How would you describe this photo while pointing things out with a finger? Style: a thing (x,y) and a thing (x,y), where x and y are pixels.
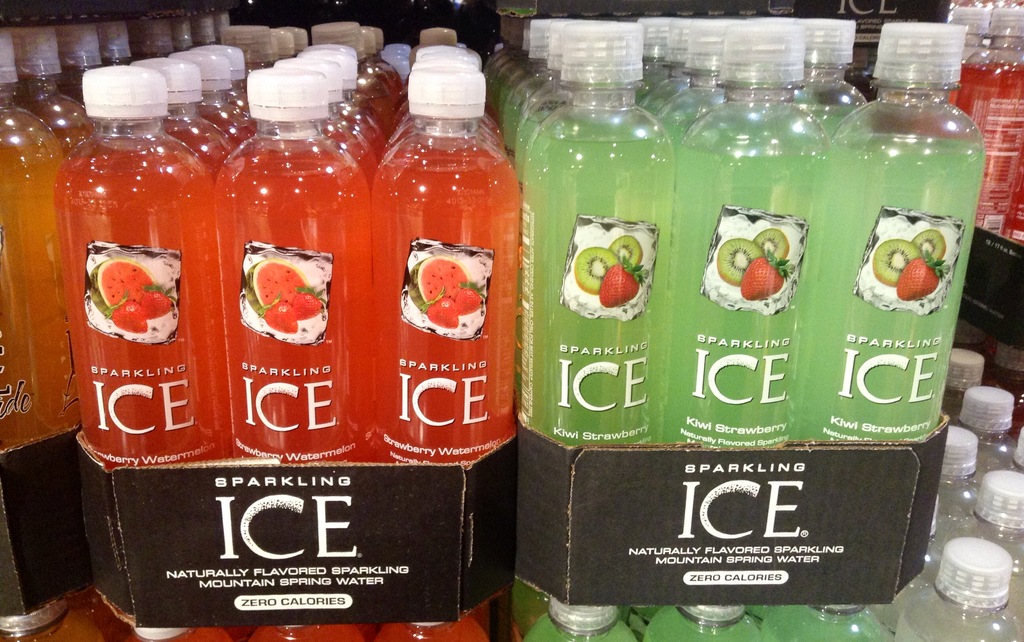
This picture shows two different kinds of bottles (382,315) packed here. One is red in color and the other is green in color.
